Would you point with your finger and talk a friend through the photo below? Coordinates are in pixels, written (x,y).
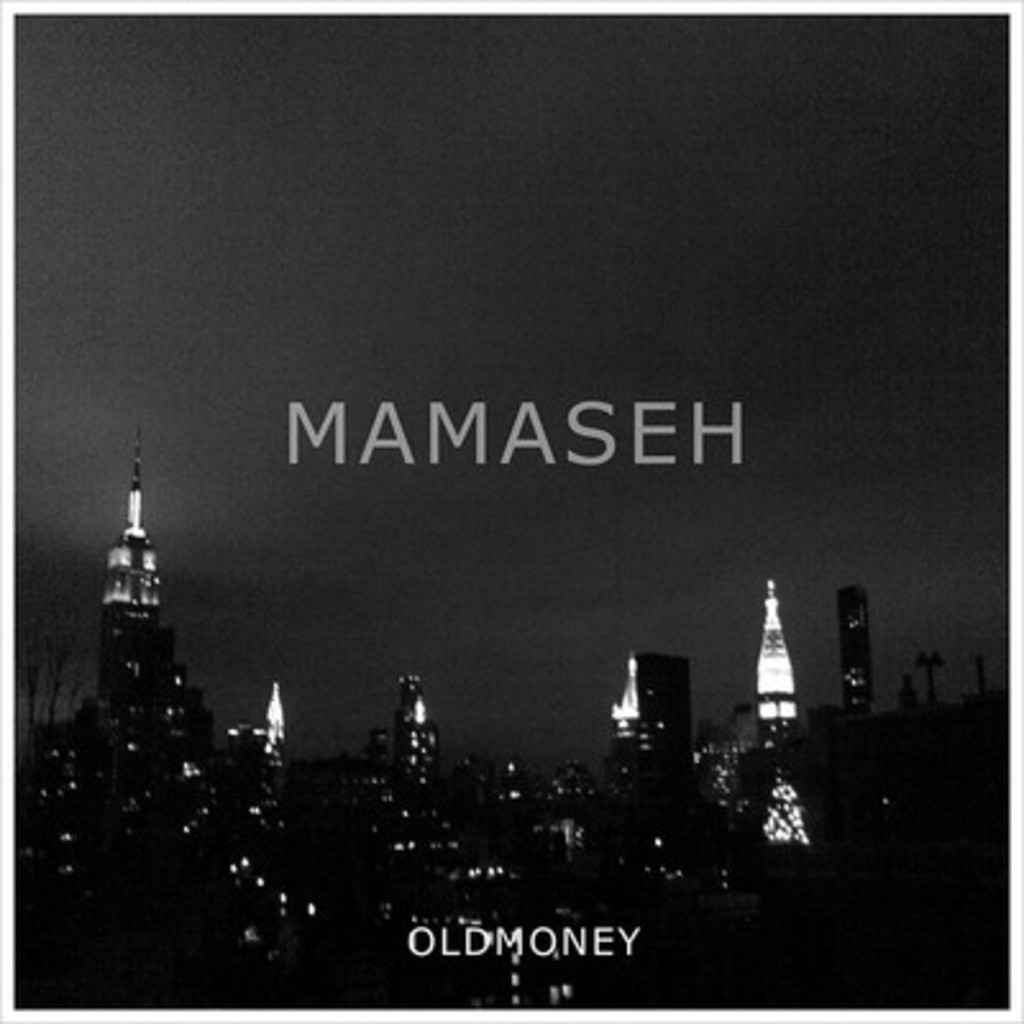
In this picture there are buildings (763,664). At the top (703,172) there is sky (869,182) and there is text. At the bottom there is text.
